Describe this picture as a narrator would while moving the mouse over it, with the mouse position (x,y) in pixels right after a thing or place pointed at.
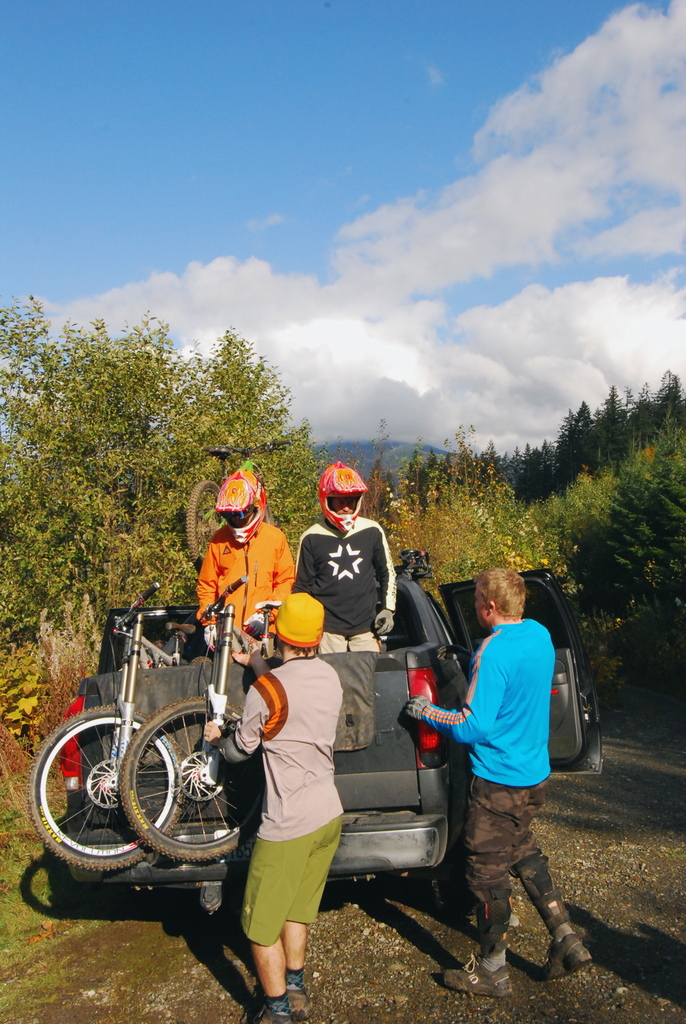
There are two persons (354,500) standing on the trunk (393,774) of a vehicle (420,784) which is on the road (383,888). Beside this vehicle (384,778), there are two persons (531,737) one of them is holding bicycle (148,744). In the background (452,456), there are trees (147,450), there is a mountain (425,449) and there are clouds (366,277) in the blue sky (276,151).
